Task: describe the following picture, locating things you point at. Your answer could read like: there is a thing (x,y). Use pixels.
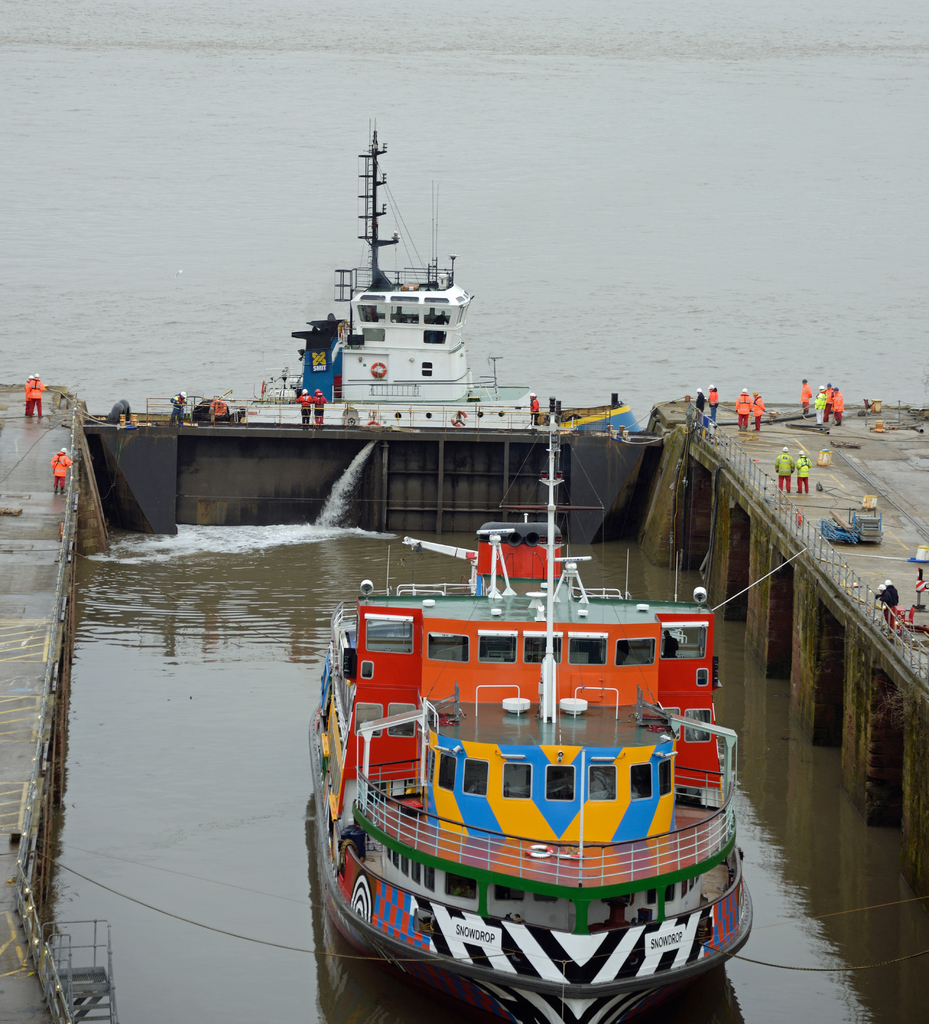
In this picture there are ships (447,679) in the center of the image (394,355) and there are people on the docks (924,502) on the right (715,402) and left side of the image (25,543), there is water (108,98) around the area of the image.
